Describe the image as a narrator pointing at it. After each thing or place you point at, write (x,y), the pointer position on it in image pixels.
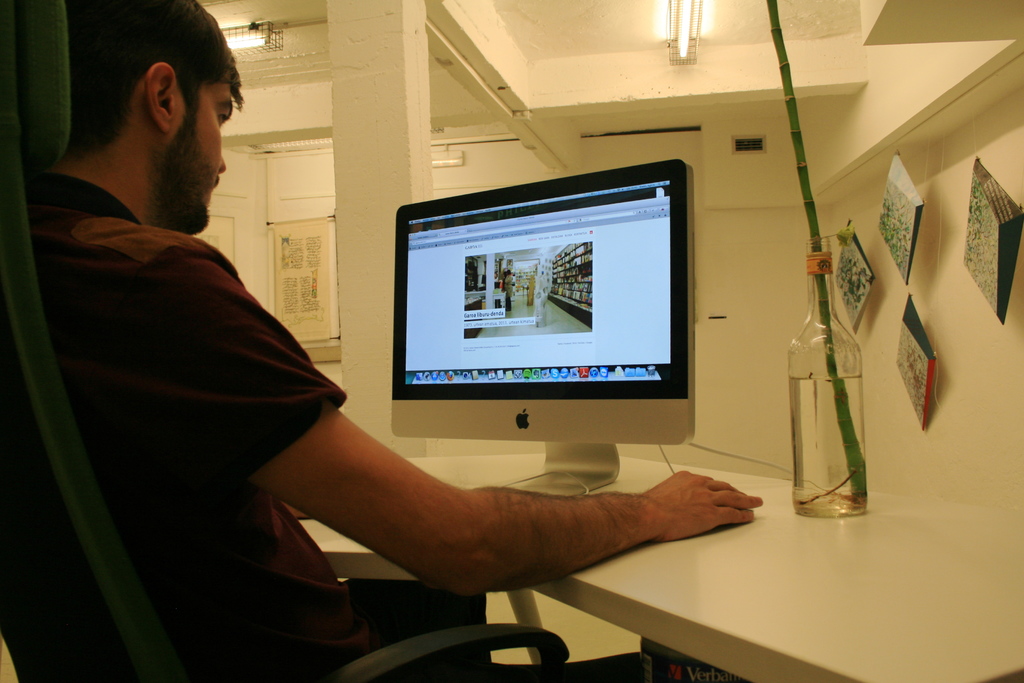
The picture is taken inside a room (587,162). A man (143,521) is sitting on a chair (114,521). in front of him there is a table (766,584). On the table (808,589) there is a desktop (534,274) and a bottle (809,416) with a plant stem (840,408) and water (857,413). On the right hand side of the picture (914,239) there are pictures (906,353). On the roof (665,29) there are lights (693,29).
